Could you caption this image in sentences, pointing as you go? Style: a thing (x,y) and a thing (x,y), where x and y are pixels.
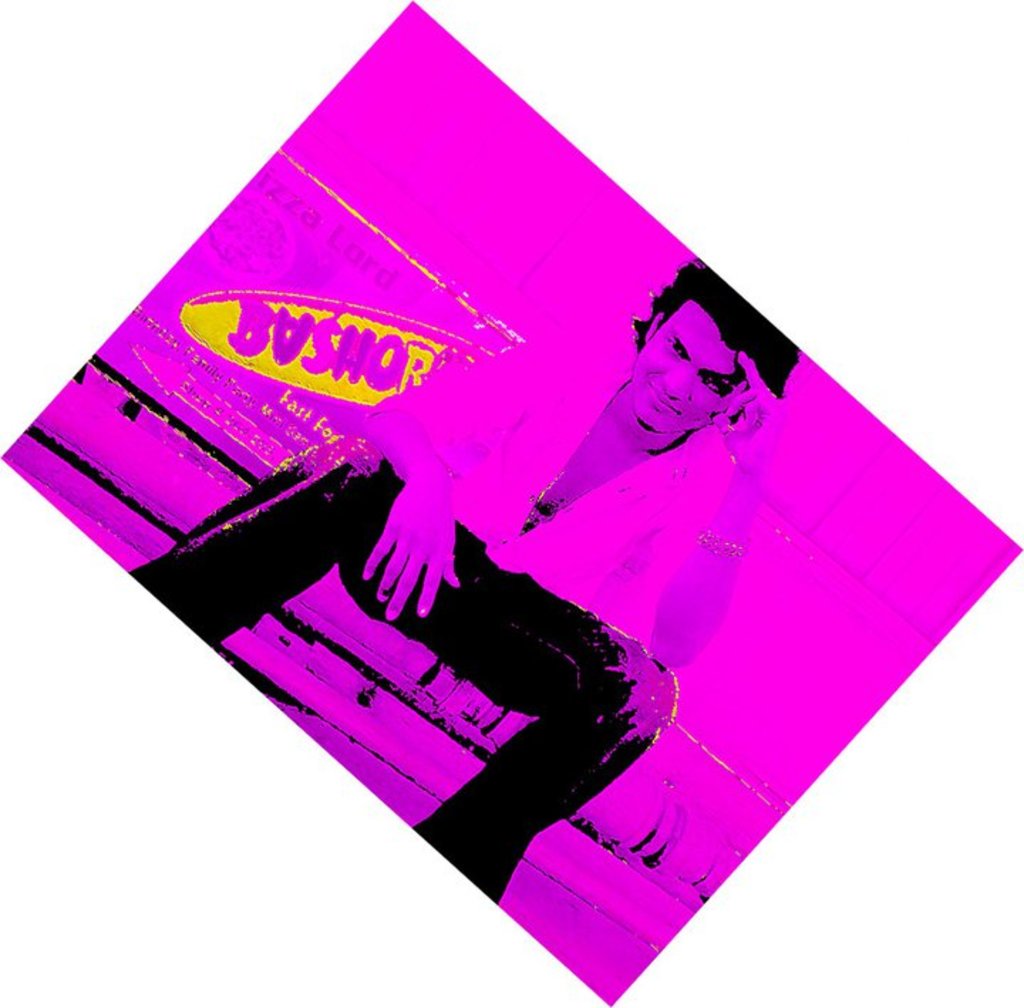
This is an edited picture. In this image there is a person (784,377) sitting and there is text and the image is in pink color.
